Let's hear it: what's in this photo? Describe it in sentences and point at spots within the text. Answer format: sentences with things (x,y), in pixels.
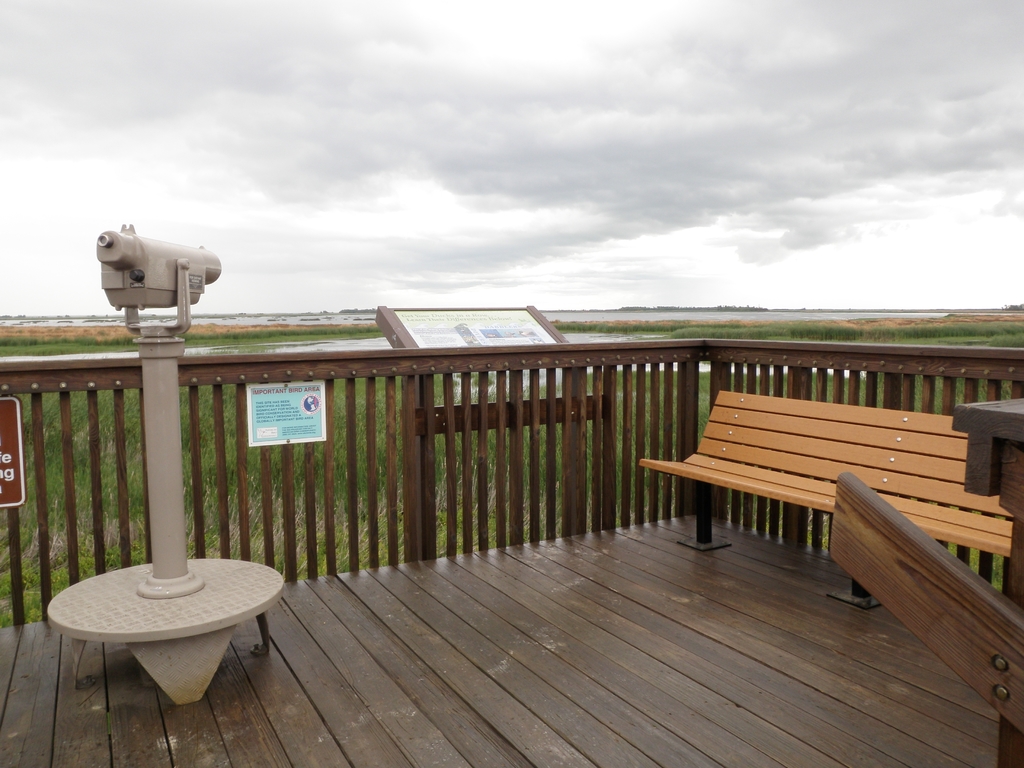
In this image I can see the wooden floor (578,670) which is brown in color, a bench (746,422), the railing (411,437), few boards (522,324), a cream colored object (169,333) to the pole (177,435) and some grass (235,446). In the background (731,316) I can see the water (231,323) and the sky (444,198).
